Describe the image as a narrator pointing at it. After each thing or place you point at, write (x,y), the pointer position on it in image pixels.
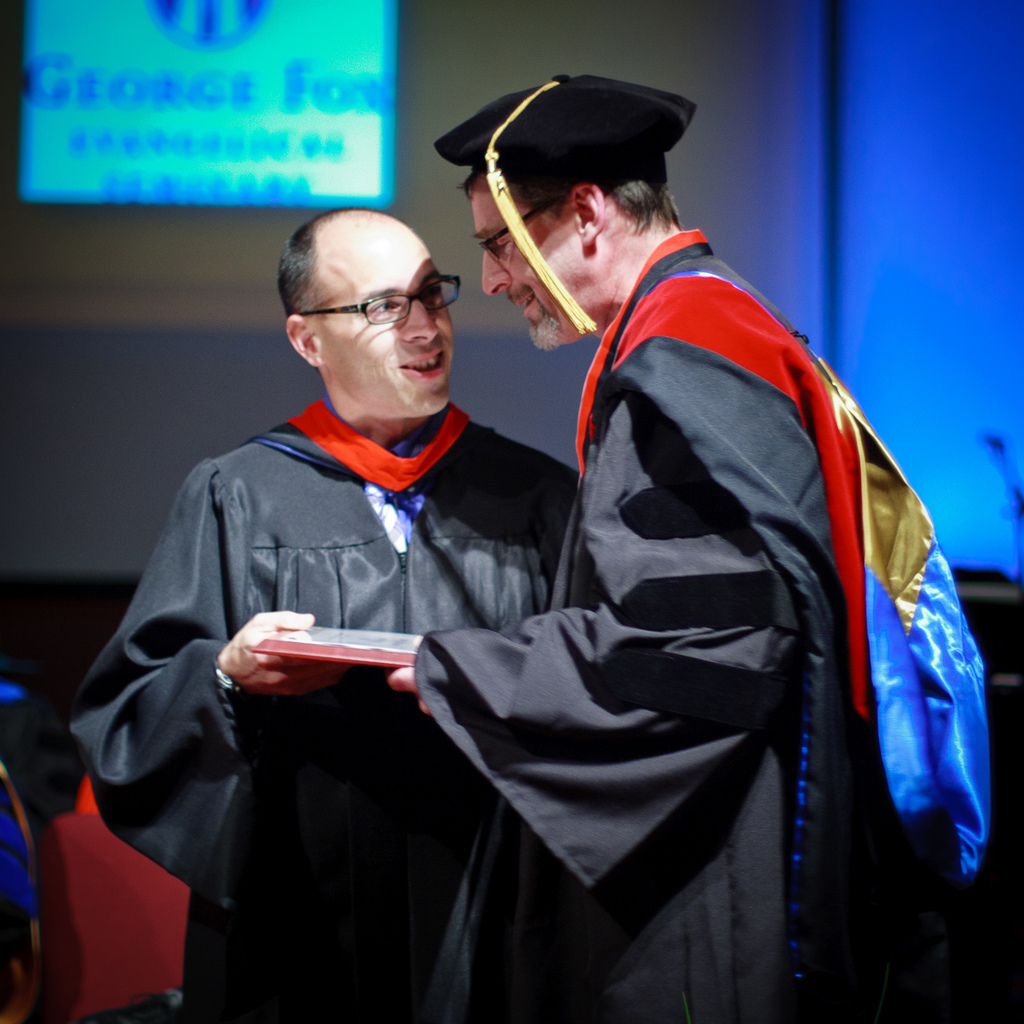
A man (809,793) is giving an object (323,647) to another man (762,664), there is a screen (238,75).
